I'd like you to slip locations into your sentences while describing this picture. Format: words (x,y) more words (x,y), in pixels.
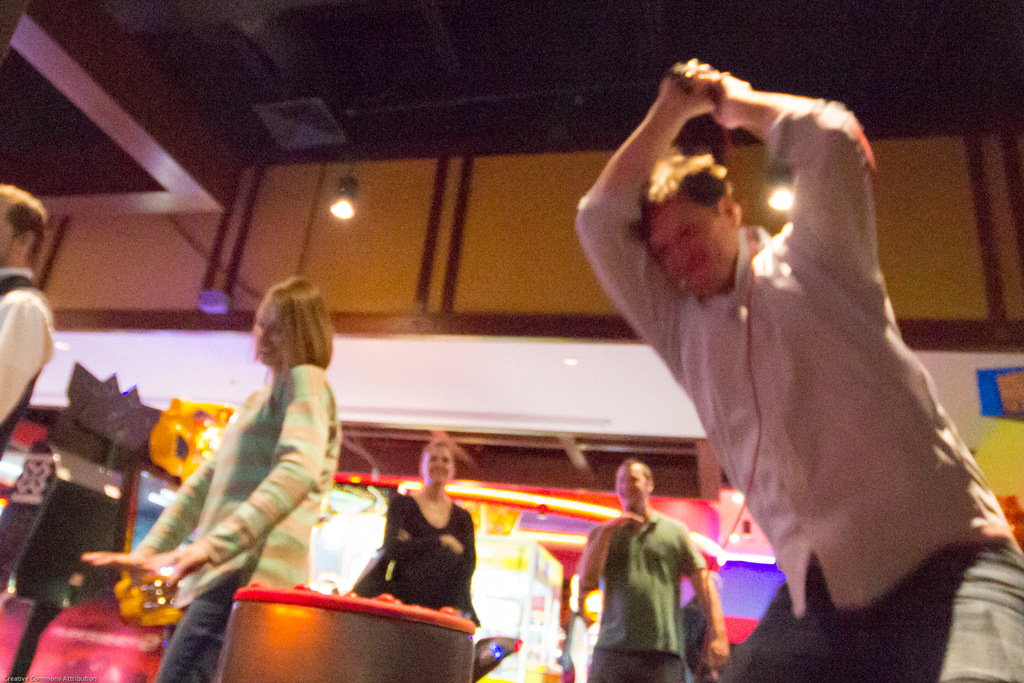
In this image we can see a group of people (807,550) standing on the ground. One person (724,421) is holding an object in his hand (695,85). At the bottom of the image (404,648) we can see a container (371,632). On the left side of the image (35,503) we can see some a screen (97,523) and some devices (112,525). In the background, we can see some lights (536,538) and a box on the roof (220,197).
